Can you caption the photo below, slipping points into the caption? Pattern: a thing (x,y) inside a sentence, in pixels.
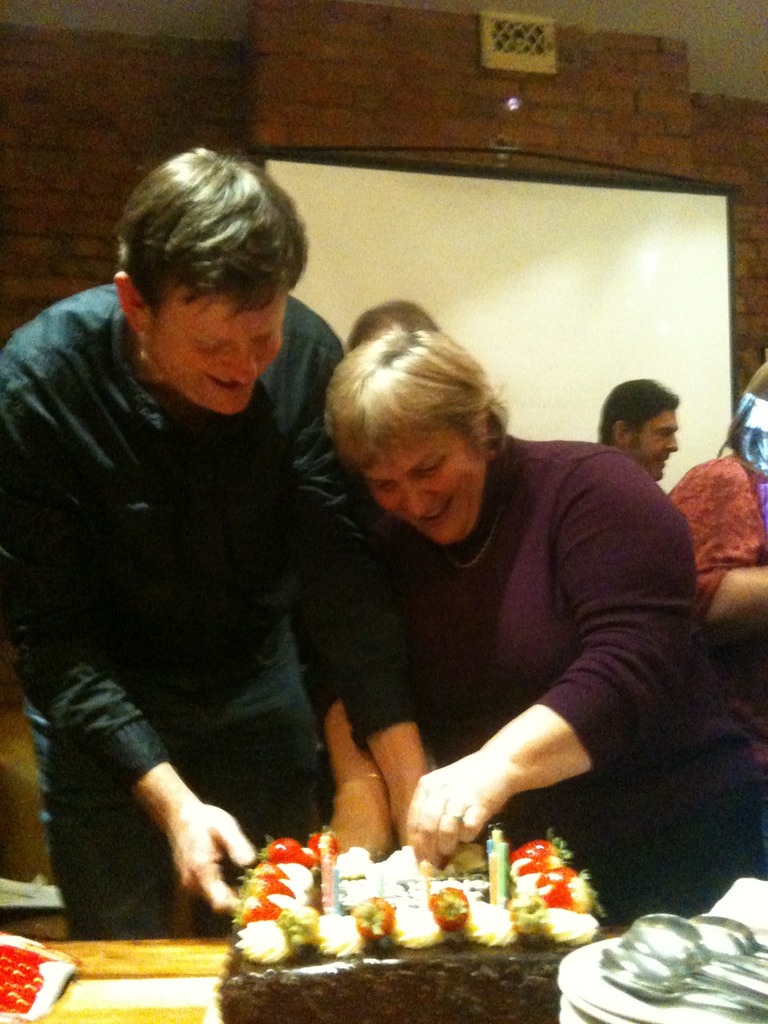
There are two persons (432,577) standing in front of a table (120,955). On the table (104,1023) there is a cake (484,968) with some decorations (265,906). In the background (746,492) there are some people (655,451) also there is a wall (408,52) with a white board (598,280). On the right corner (623,969) there are many plates (605,995) and on that there are many spoons (672,968).
